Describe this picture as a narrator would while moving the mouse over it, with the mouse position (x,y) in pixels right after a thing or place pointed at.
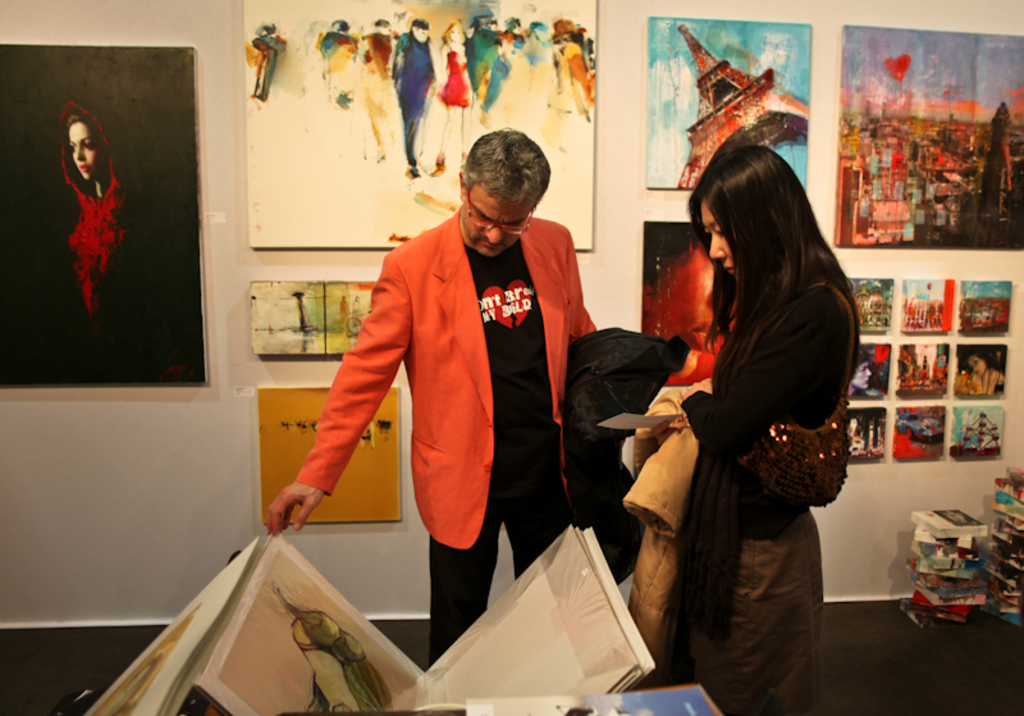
Paintings (560,177) are on the wall (17,24). This woman (762,309) wore bag (749,449) and holding a card (634,419). This man (507,343) is looking at this painting (358,649). These are books (957,529).
